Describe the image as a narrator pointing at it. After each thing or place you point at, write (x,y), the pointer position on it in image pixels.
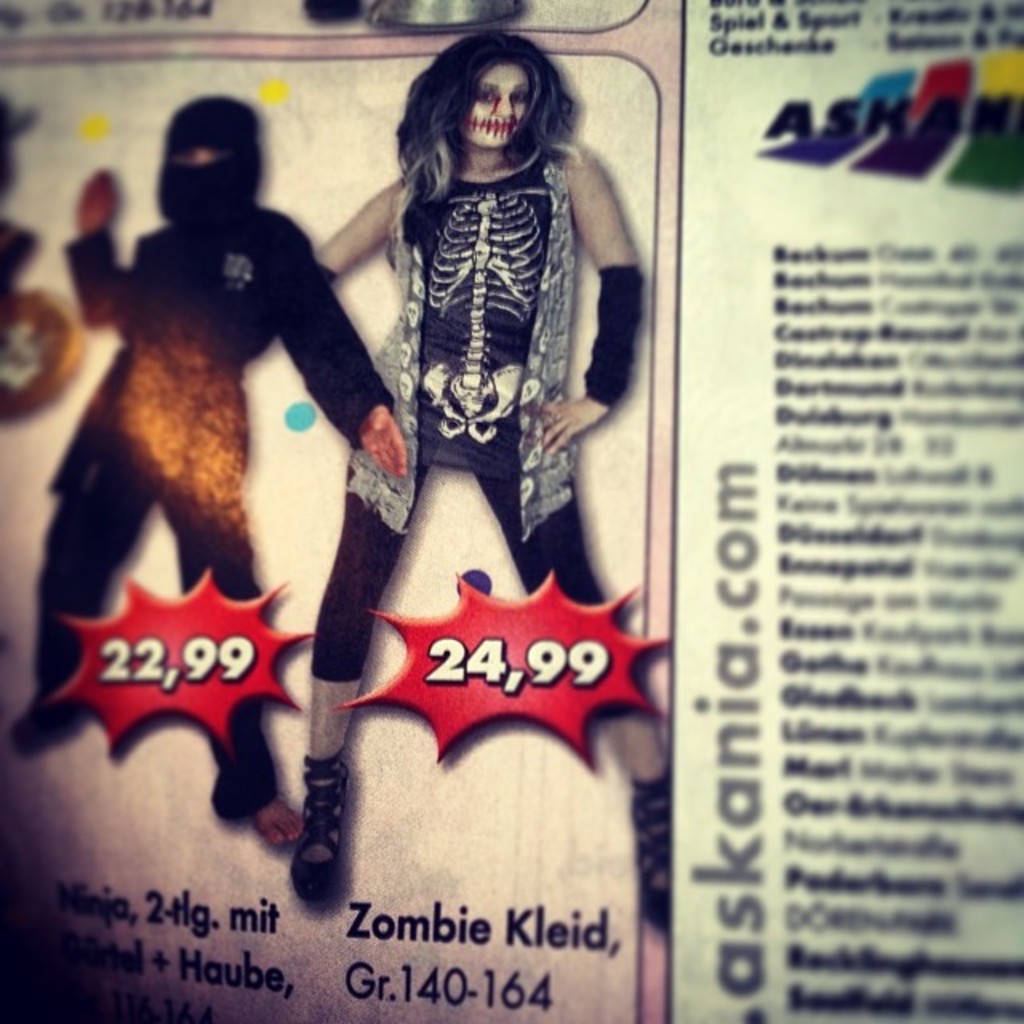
In this picture there are two persons (327,360) standing and there is something written on a red color object (491,663) below them and there is something written in the right corner (932,545).
